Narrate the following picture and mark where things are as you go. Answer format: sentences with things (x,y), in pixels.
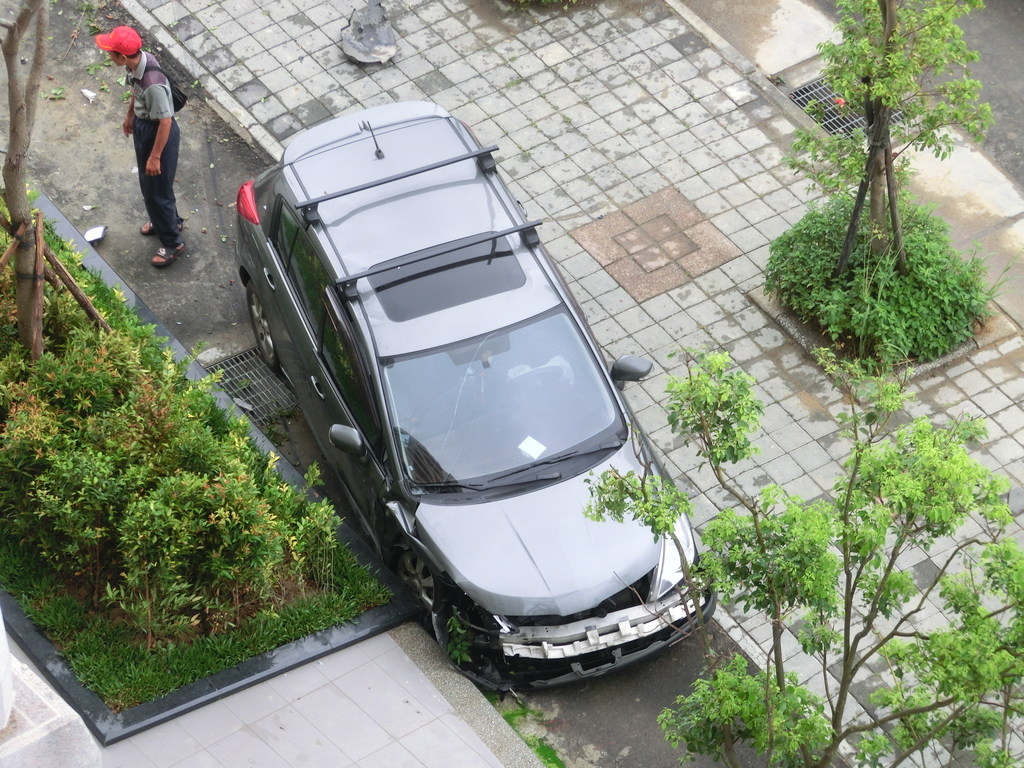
In this picture I can see a car (523,476) at the center (511,470), on the right side (728,414) there are trees (904,506), on the left side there are bushes (177,365). At the top (154,132) I can see a man (155,146).
